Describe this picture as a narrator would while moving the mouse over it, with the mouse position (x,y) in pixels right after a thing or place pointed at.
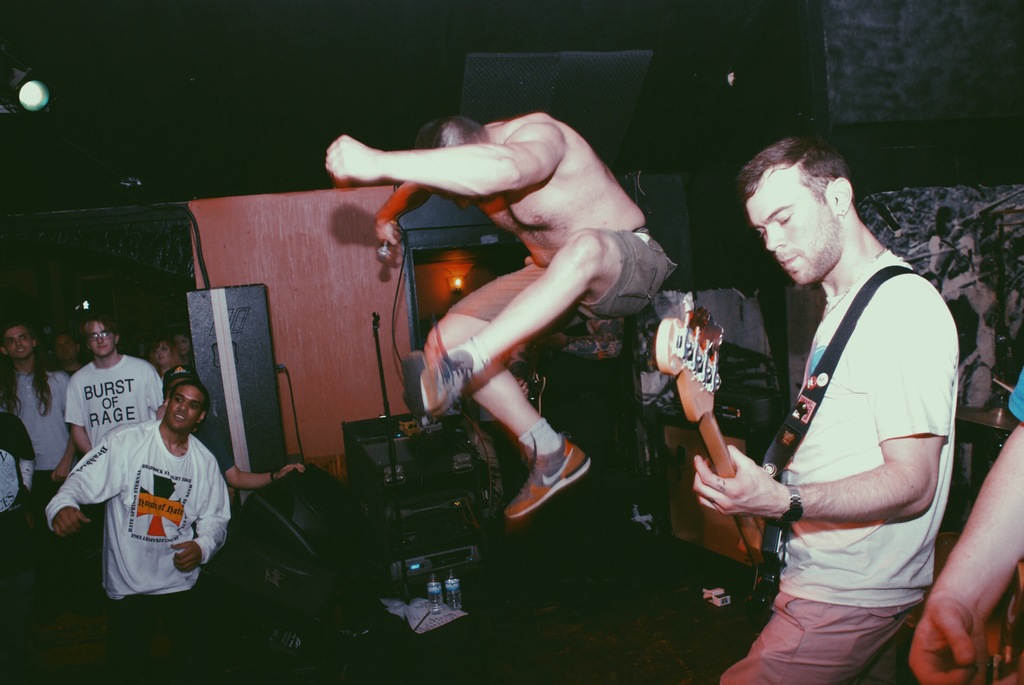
In this image i can see few persons (473,391), the person (887,382) on the right corner (788,451) is holding a guitar (697,389) in his hand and the person (637,255) in the middle (380,260) is holding a microphone (381,250), and to the left corner (95,330) i can see few people (101,468) standing. In the background (956,234) i can see few photos (970,242) and some musical system (423,463).
